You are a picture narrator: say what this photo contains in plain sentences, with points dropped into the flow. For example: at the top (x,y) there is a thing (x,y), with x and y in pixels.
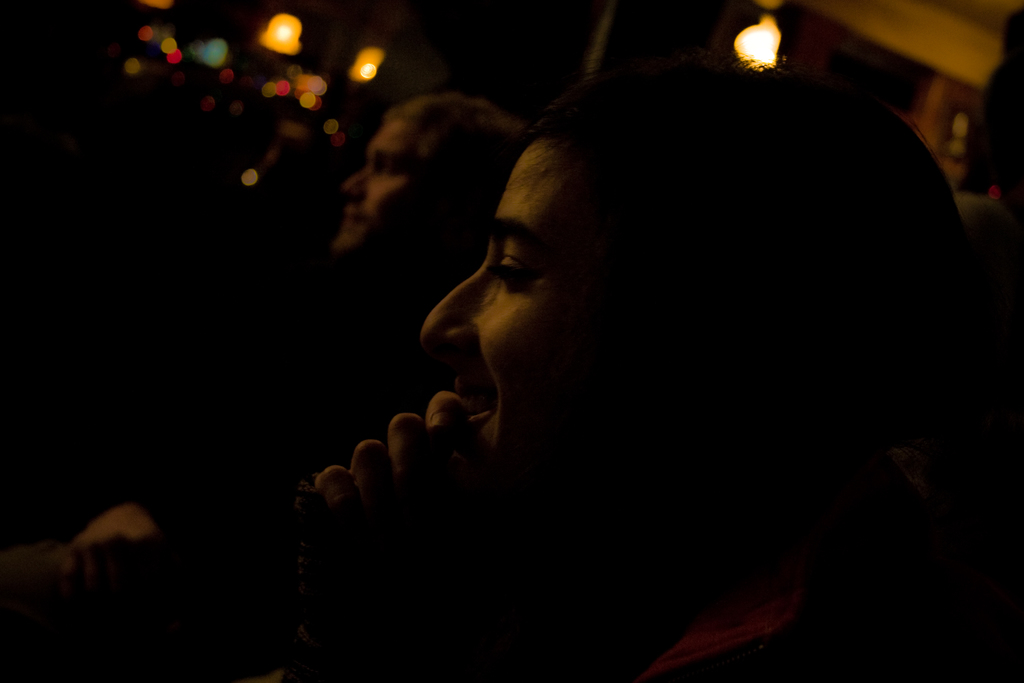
In this image we can see some people (525,340) sitting. On the backside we can see some lights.
